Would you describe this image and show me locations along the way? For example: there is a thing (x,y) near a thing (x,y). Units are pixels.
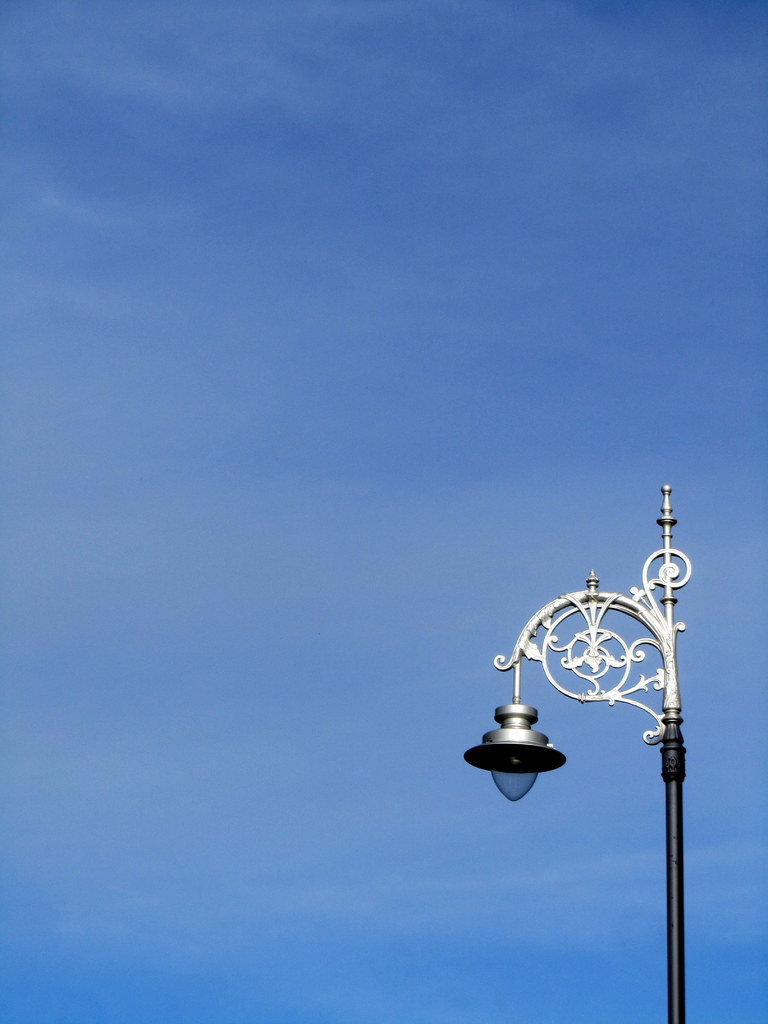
In this image we can see a light (546,764), and a pole (628,610), also we can see the sky (380,360).
